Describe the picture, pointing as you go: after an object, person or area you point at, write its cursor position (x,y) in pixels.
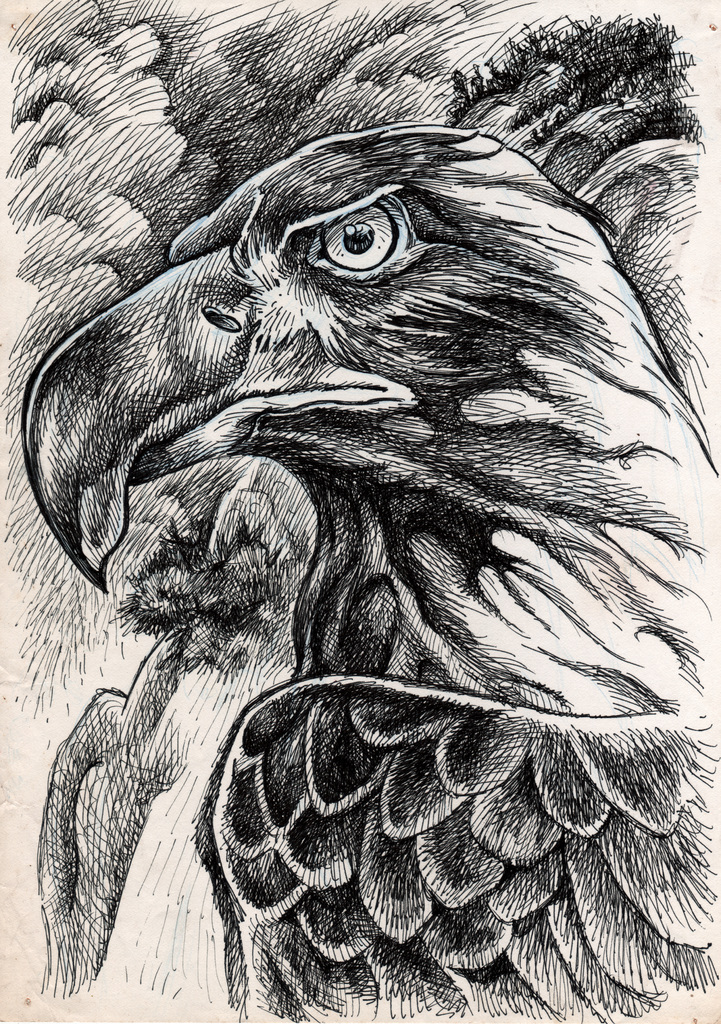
In this image there is a pencil sketch (303,395). There is a bird (396,369) in the image. The bird (351,556) seems to be an eagle (407,924).
